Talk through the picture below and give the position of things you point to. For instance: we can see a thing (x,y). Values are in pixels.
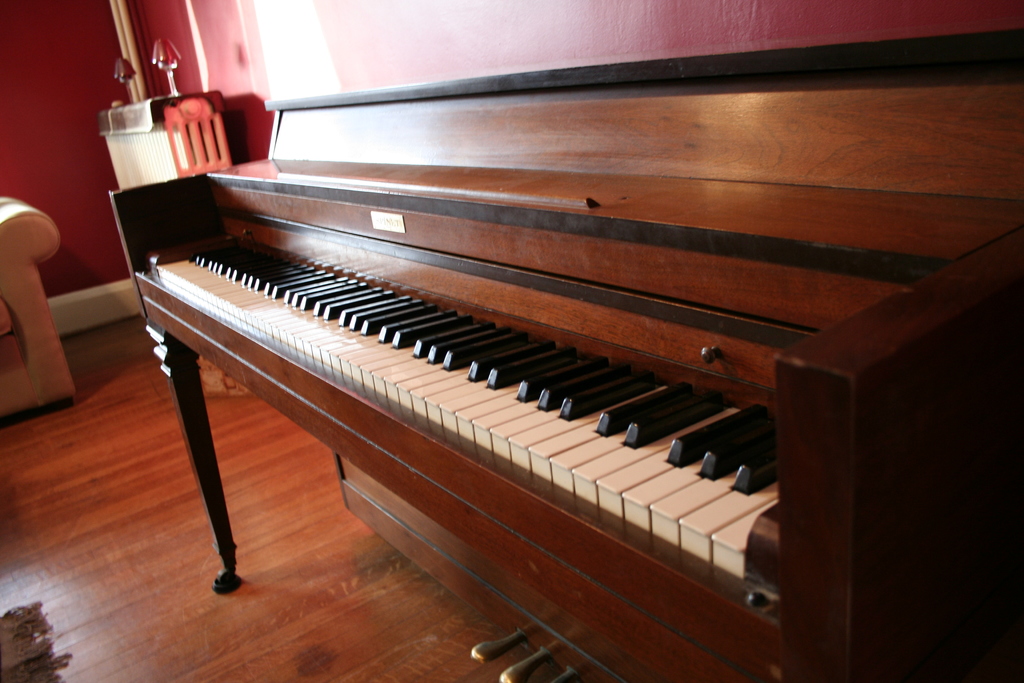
In this image I can see a musical instrument (391,435) and here I can see a sofa (35,292).
